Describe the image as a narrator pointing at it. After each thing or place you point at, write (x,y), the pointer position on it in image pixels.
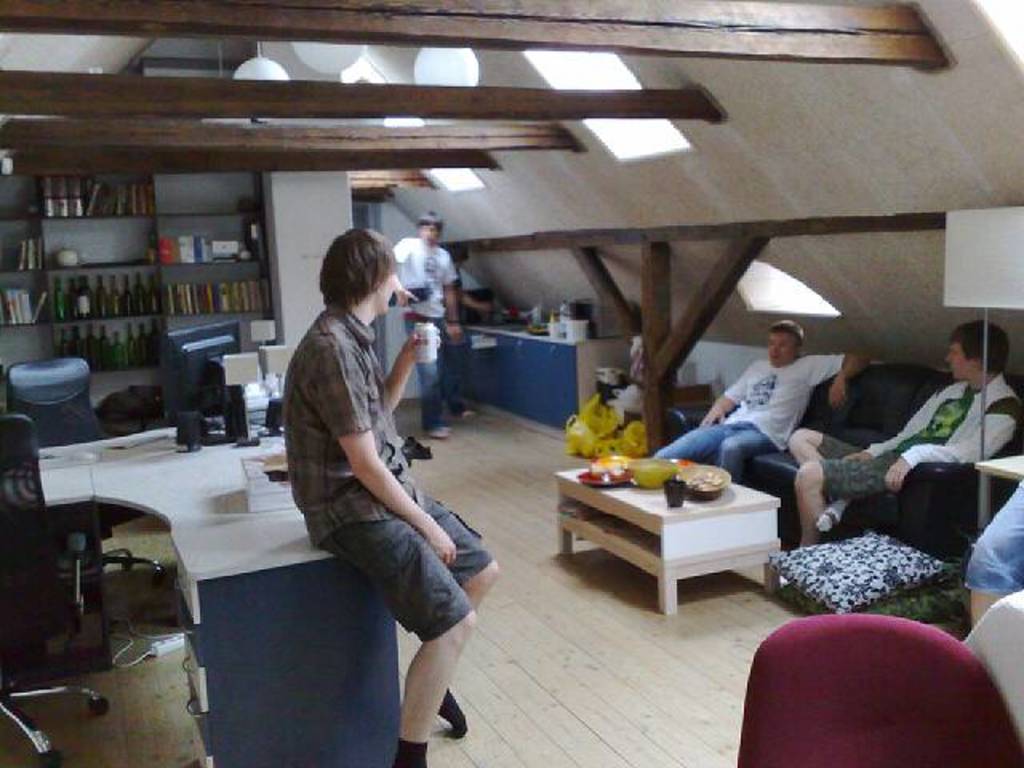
In this image, few peoples (803,461) are sat on the couch (940,378). And one is standing at the middle (439,293). And here another person (357,540) is sat on the table (249,559). Few items (258,493) are placed on the table (243,459). On right side (711,492), we can see few items (671,494) are placed on the white color table (709,534). There cushions (778,553) are placed on the floor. On the bottom (882,671), there is a red color chair (881,671). Here we can see some cloth (1001,560). Left side (218,239), there is a big shelf (111,277) that is filled with items (133,302). So many chairs (77,396) are placed here. At the roof (648,84), there is a lamp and wooden poles (531,99) and cream color wall (761,93) we can see. In the middle, there is a desk (515,344) few kitchen items (565,315) are placed.
